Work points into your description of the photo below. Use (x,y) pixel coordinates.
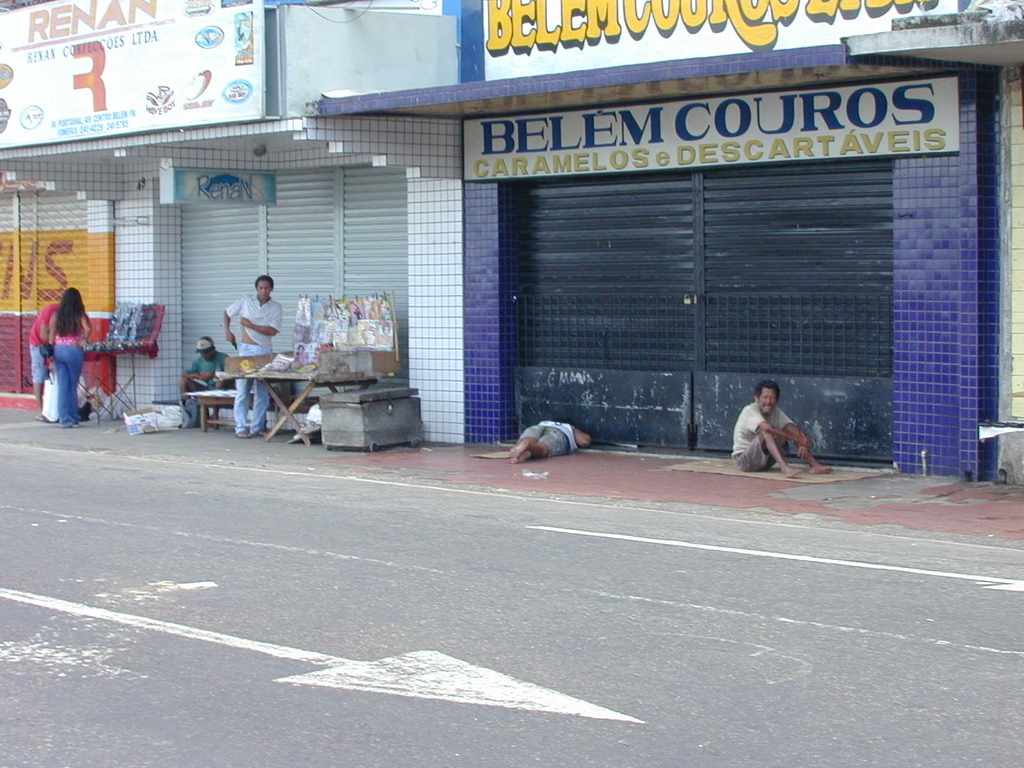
In the foreground (381,486) I can see six persons (79,298) on the road (640,523), bench (219,401), table (328,383), box (328,402) and boards (696,147). In the background (855,188) I can see buildings (520,93). This image is taken during a day on the road (309,608).
